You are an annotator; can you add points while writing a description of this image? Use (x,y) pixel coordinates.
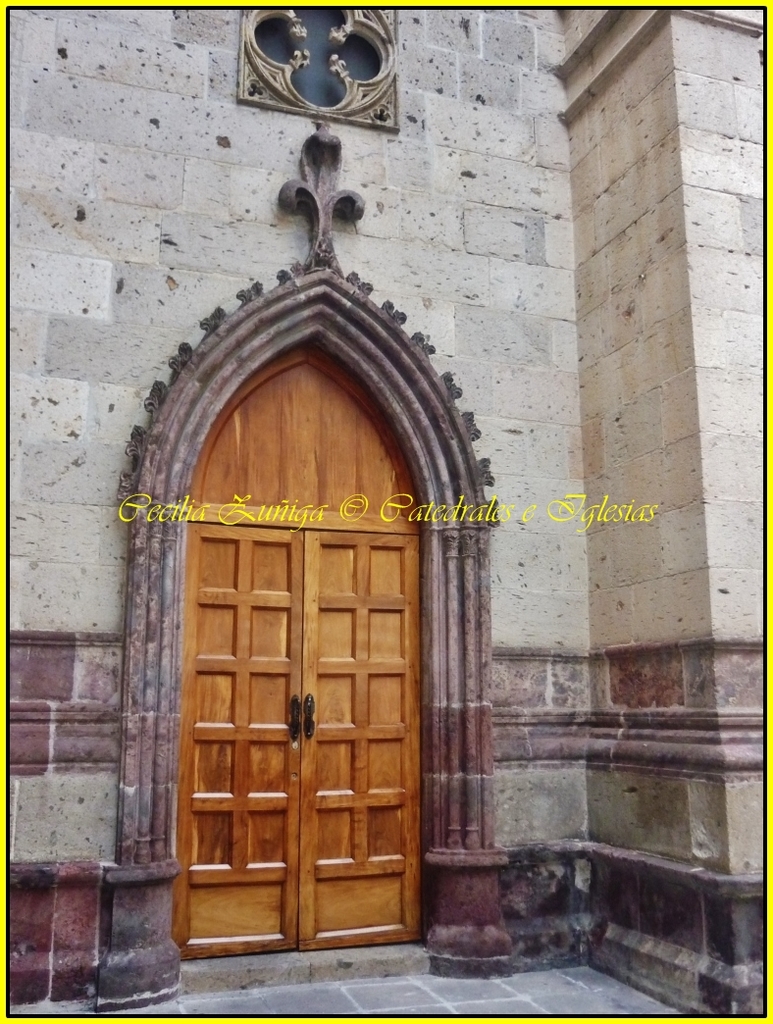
In this image there is a wall (14,391) for that wall (604,173) there is a wooden door (273,771), in the middle (348,517) there's some text (298,517).
